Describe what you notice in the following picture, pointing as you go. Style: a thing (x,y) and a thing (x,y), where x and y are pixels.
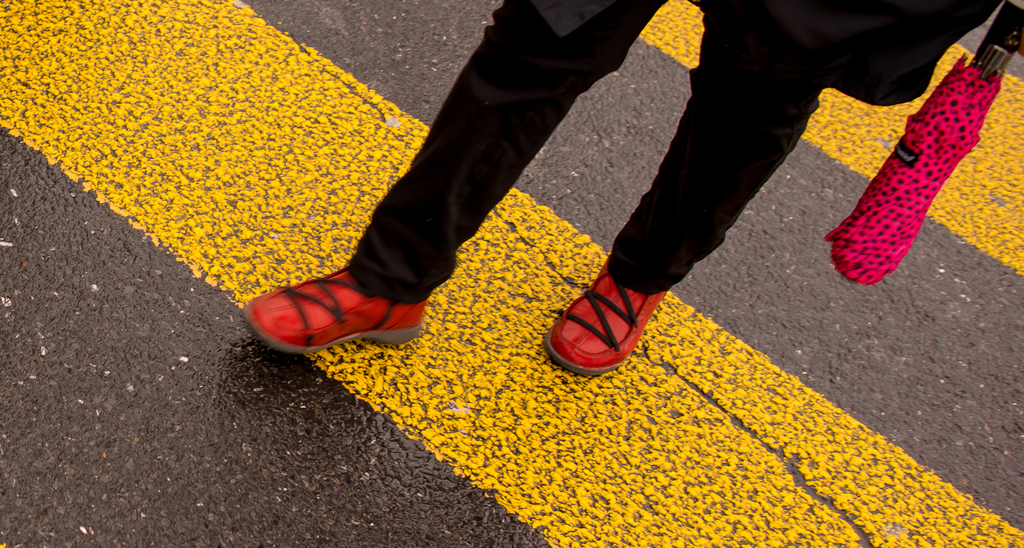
In the center of the image (670,208) we can see the legs (534,129) of a person (416,320) on the road (471,388). On the right side of the image (939,152), we can see an umbrella (926,185).
